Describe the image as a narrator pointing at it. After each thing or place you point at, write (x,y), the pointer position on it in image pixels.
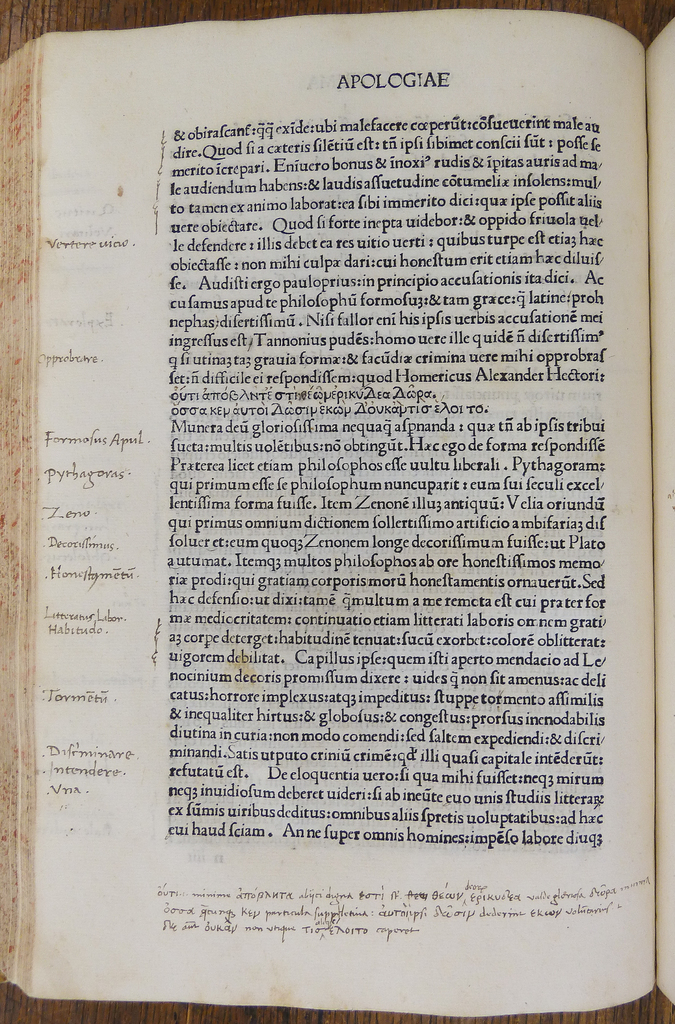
In this image I can see a book (324,326) is opened and placed on a wooden surface (61,22). In the book (263,113), I can see some text (252,400).
